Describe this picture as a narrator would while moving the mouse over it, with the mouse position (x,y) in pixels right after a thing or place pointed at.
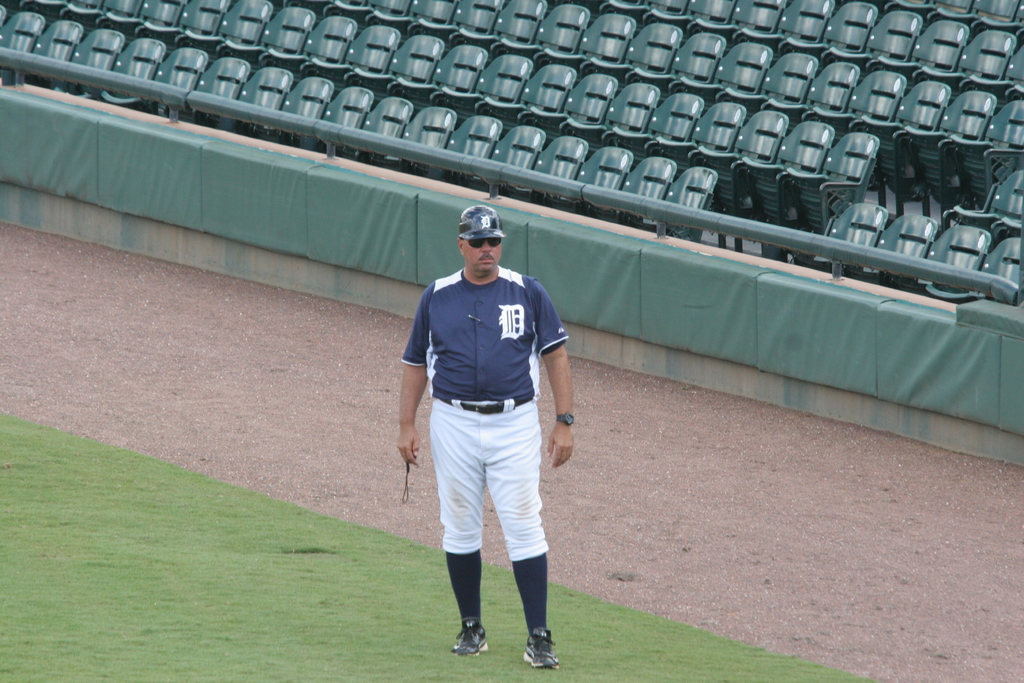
There is a man (563,331) standing on green color surface (499,590) and wore cap (465,238) and glasses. Background (861,65) we can see chairs (585,119) and rod (201,97).
